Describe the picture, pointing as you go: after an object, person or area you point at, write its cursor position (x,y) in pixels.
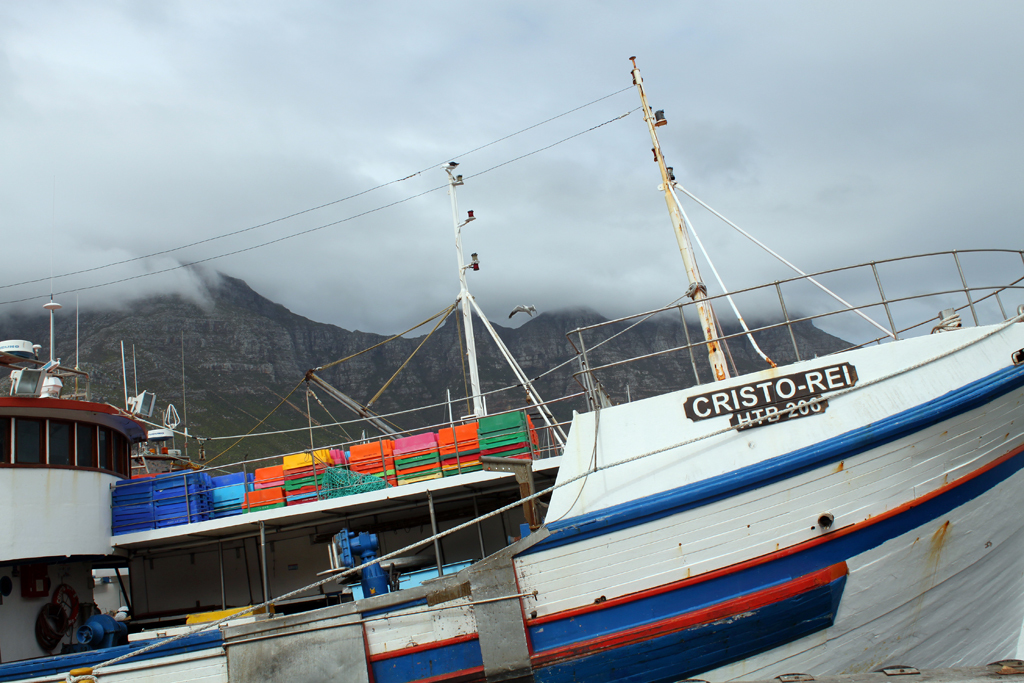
Here we can see a ship (53,413), poles (134,354), ropes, fence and some other objects (348,544) on it. In the background (360,397) there is a mountain (202,337), smoke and sky (539,145).
